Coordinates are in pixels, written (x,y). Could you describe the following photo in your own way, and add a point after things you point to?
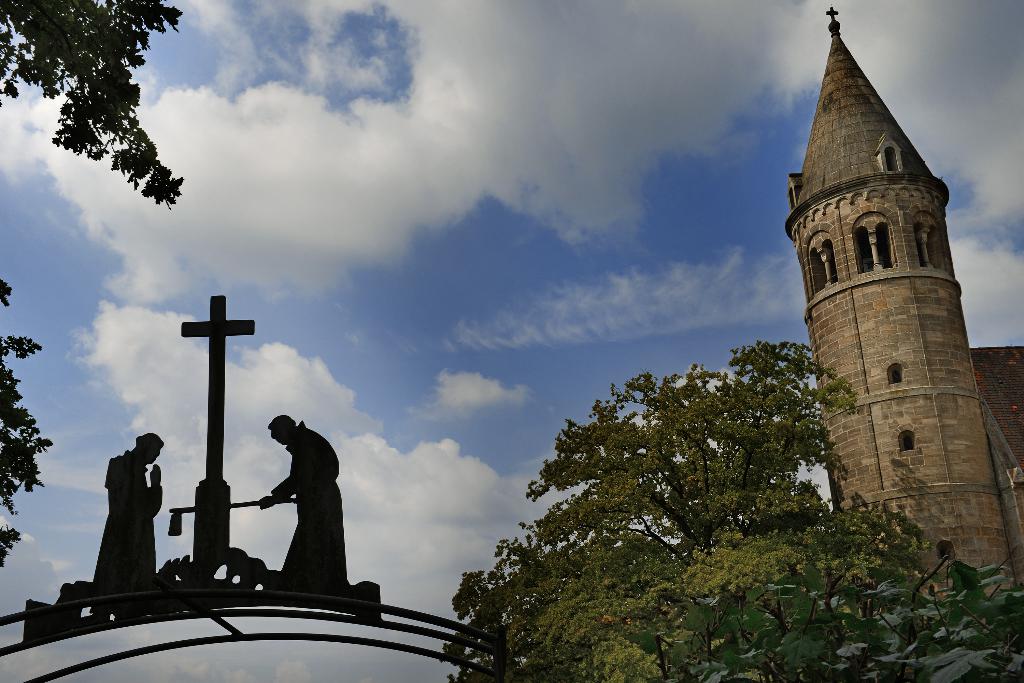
On the right side (924,288), we see a castle (942,307) or a church (942,307). At the bottom (657,593), we see the trees (681,511). In the left bottom (332,568), we see the statues (104,552) and a crucifix (181,332). On the left side (84,114), we see the trees (14,455). In the background (527,321), we see the clouds (276,197) and the sky (463,318), which is blue in color.
